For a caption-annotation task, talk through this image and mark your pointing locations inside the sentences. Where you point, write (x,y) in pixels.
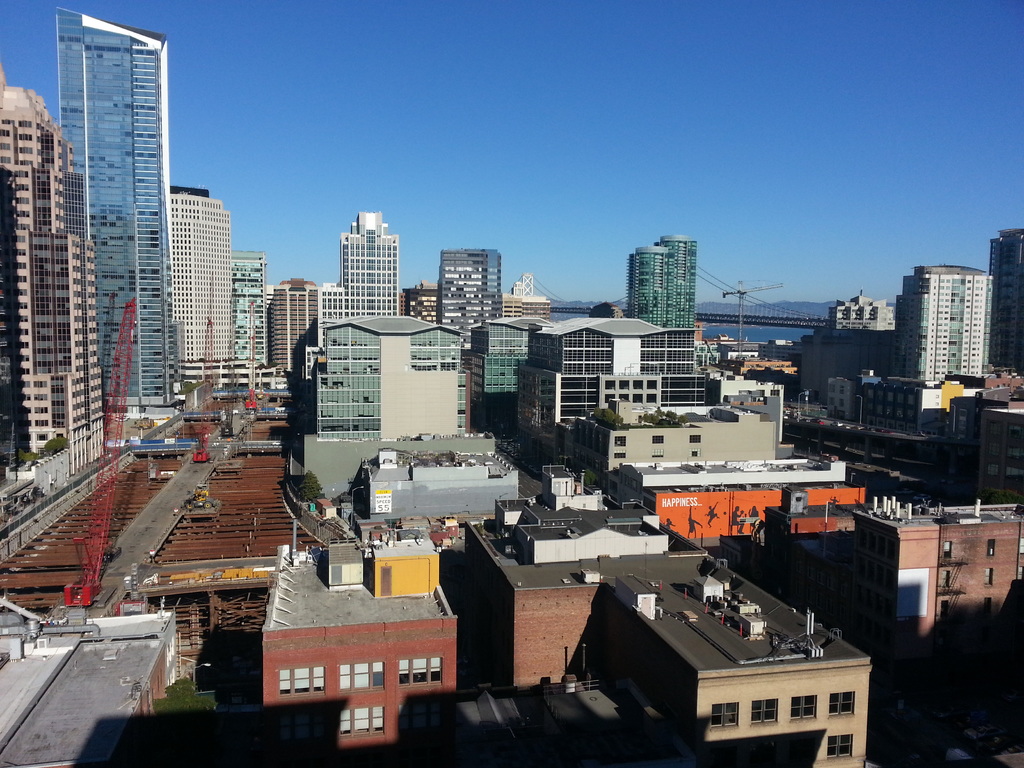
In this image there are so many buildings (735,521), at the back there is a mountain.
